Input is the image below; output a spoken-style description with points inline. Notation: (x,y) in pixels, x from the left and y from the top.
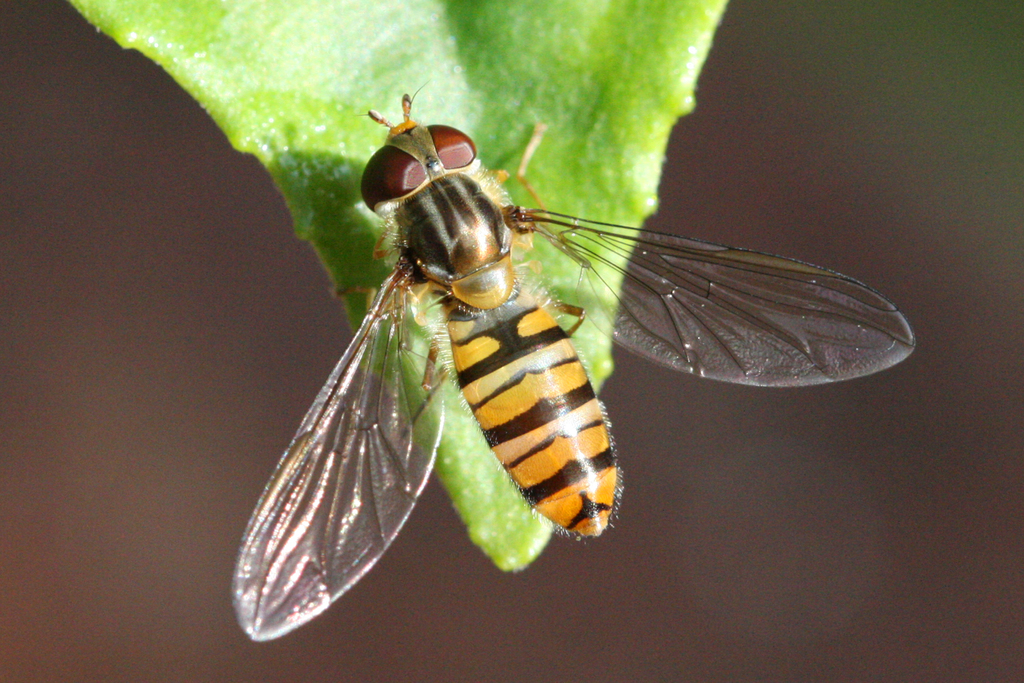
In this image we can see a fly (422,278) on the leaf (352,277).
